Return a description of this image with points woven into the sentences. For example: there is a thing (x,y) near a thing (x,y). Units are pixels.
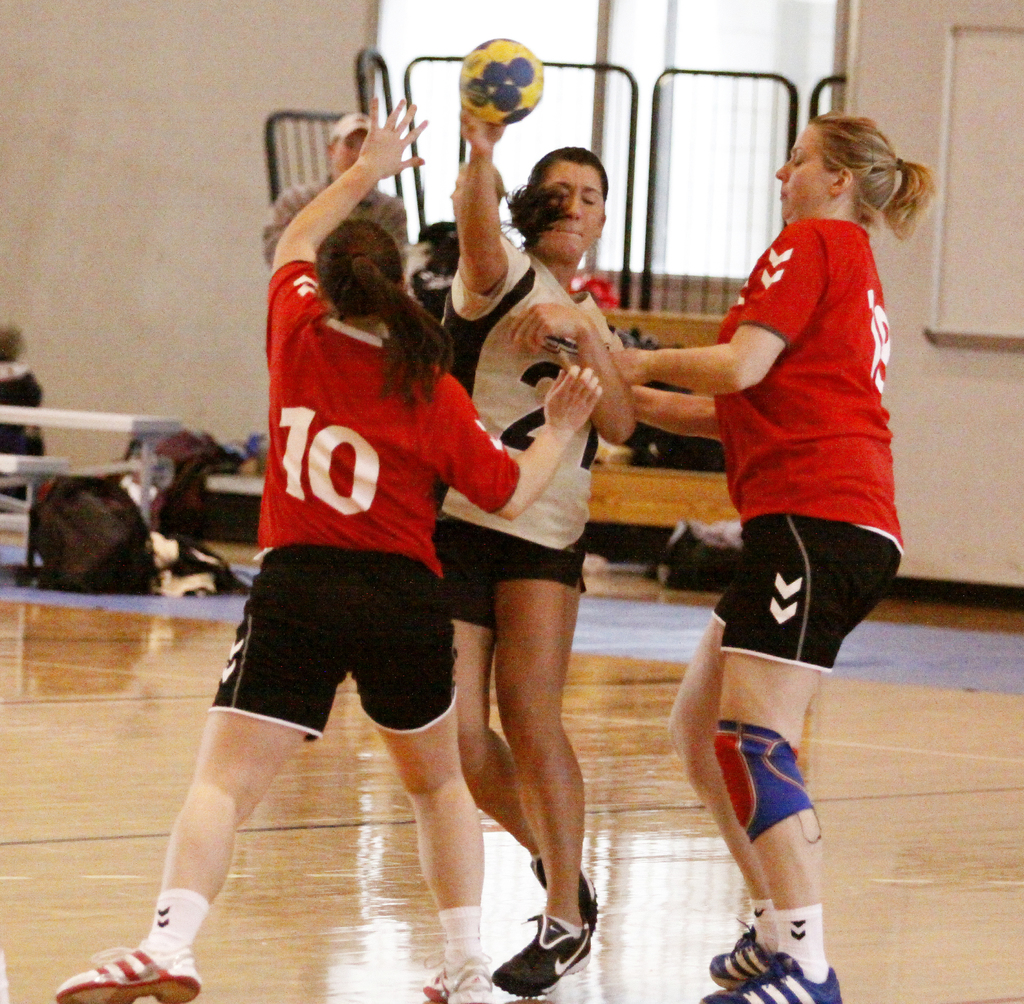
In this image we can see persons (394,288) standing on the floor (595,782) and one of them is holding a ball (502,84) in the hands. In the background (88,419) we can see grills (433,215), bags (89,490) on benches (56,465) and on the floor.
